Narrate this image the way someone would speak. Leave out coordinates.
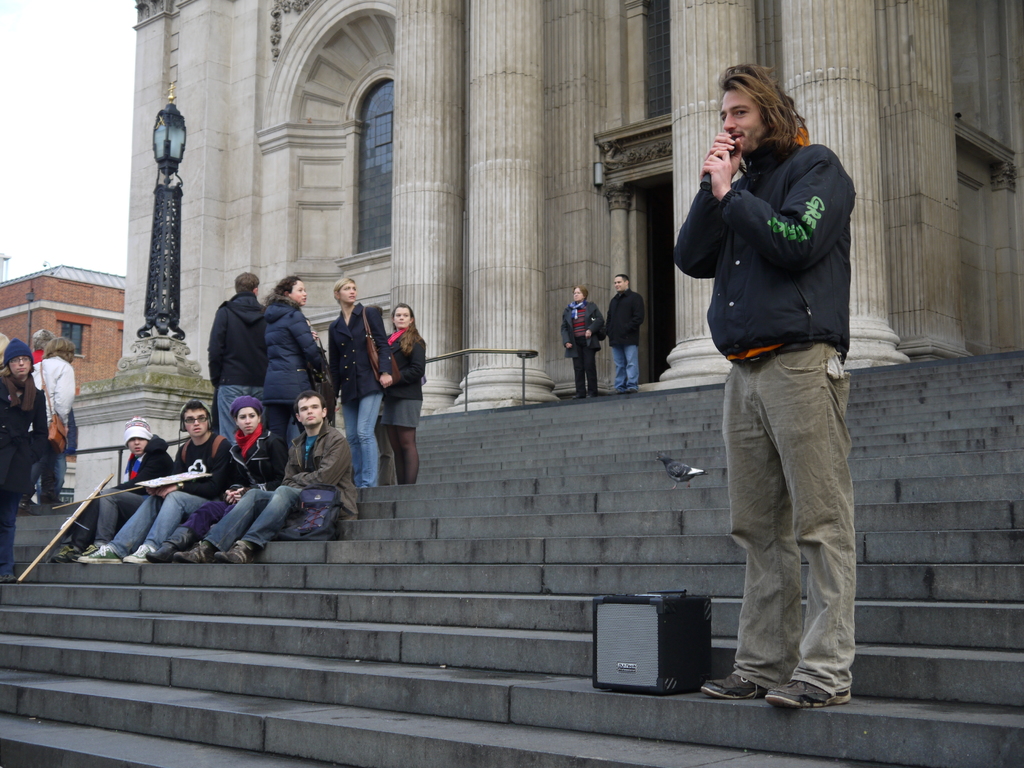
In this picture we can see a group of people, some people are sitting, some people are standing and in the background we can see buildings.
